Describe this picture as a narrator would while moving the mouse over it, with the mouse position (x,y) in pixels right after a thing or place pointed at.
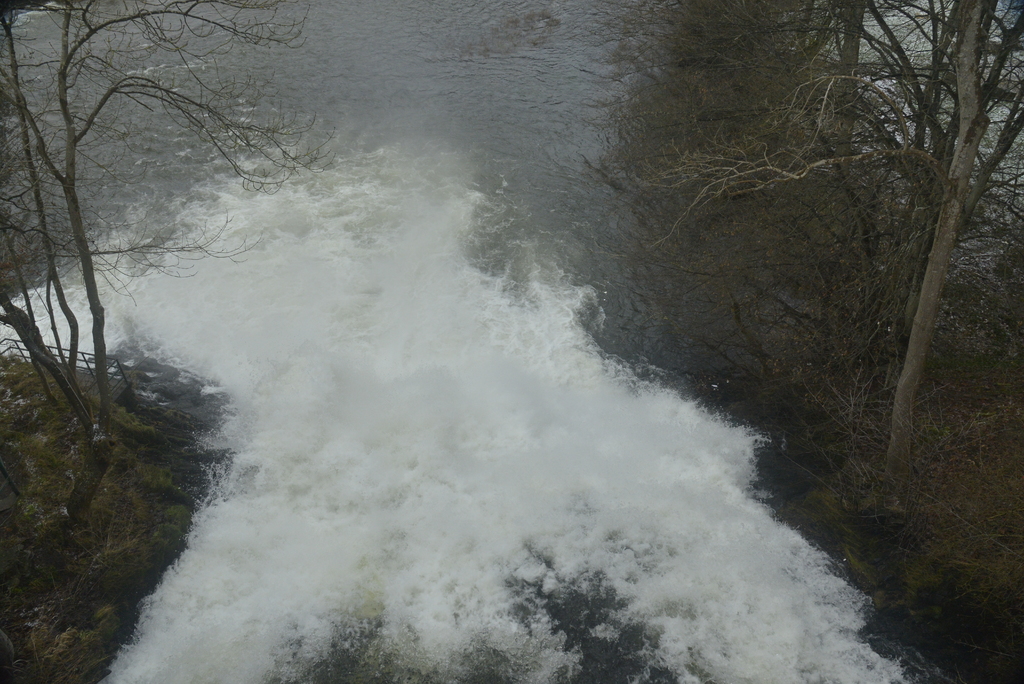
In this image water (498,383) is flowing, and right side of the image (897,203) a tree (898,266) is there.
